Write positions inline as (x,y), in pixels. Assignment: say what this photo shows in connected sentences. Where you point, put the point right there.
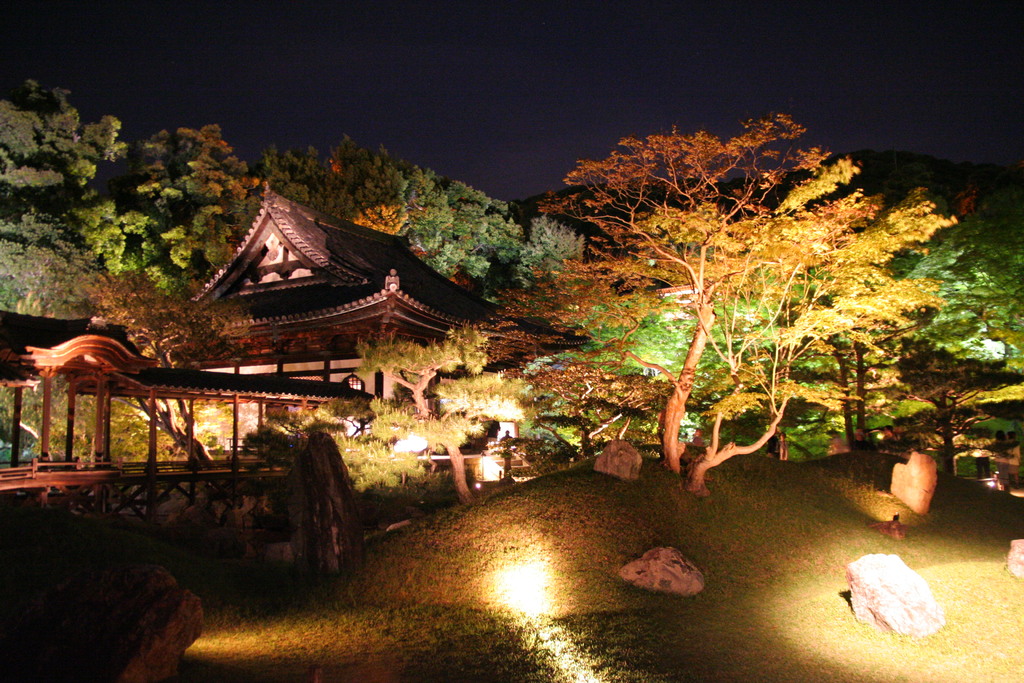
In this image in the front (398,620) there's grass (401,622) on the ground (646,646) and there are stones (921,591). In the background (464,297) there are trees (767,370) and there is a house (311,329) and there is a corridor (104,422).
